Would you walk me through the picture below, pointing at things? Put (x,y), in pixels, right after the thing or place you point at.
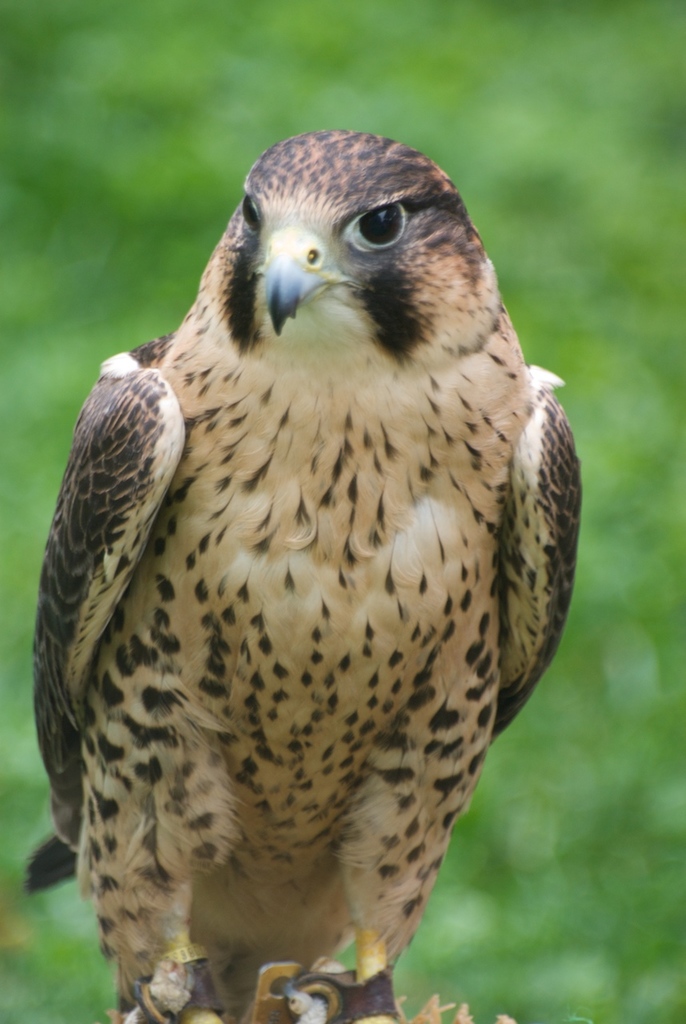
Here we can see a falcon (319,539) and its legs (191,1021) are tied with a belt (185,971). In the background (198,242) the image is blur.
